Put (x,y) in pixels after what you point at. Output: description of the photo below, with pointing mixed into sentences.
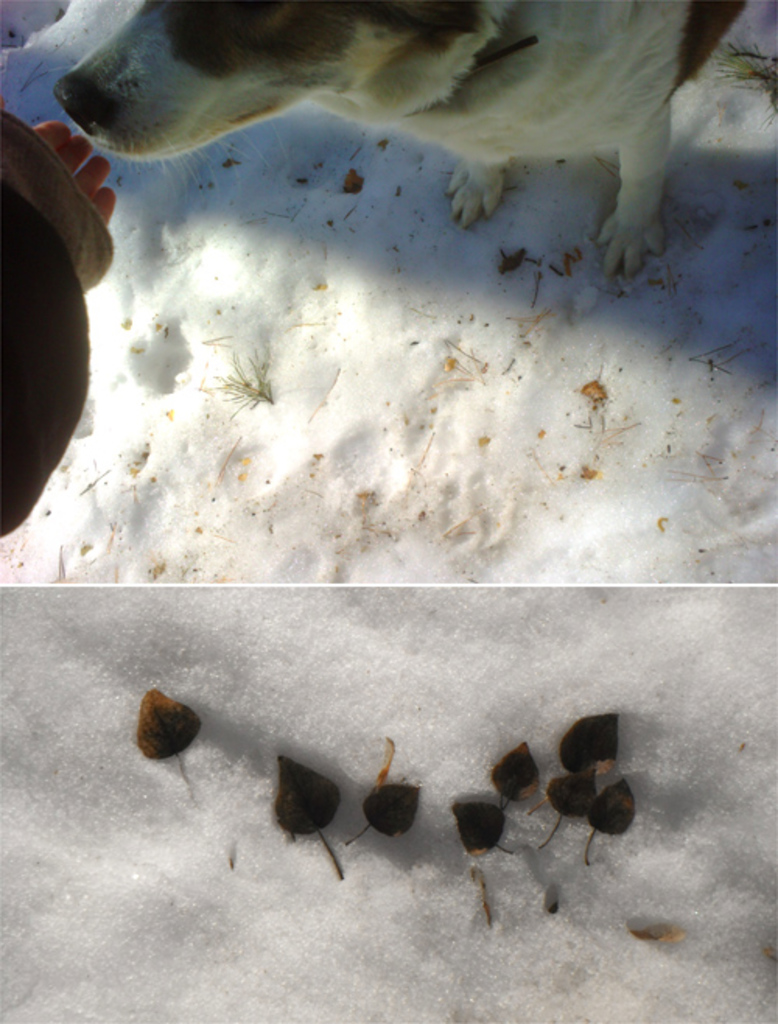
In this picture there is a dog (660,156) on the snow floor (57,62) at the top side of the image (335,14) and there is a hand (86,176) on the left side of the image (88,164) and there are leaves (604,730) on the snow floor (434,743) at the bottom side of the image (600,756).
